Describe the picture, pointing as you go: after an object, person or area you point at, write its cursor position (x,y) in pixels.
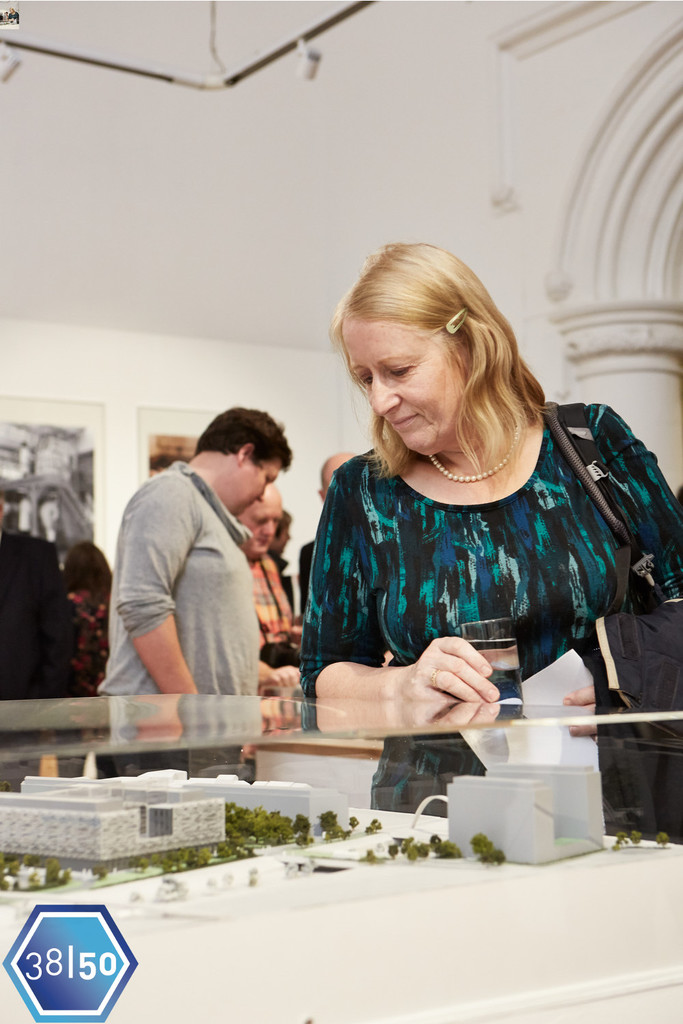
At the bottom of the image (187,849) there is a model (225,840) of the buildings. Behind the model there is a lady (496,502) with a bag (571,461), jacket (628,620) and also holding the glass (508,641) with water (509,665). Behind her there are few people (215,495) standing. In the background (472,176) there is a white wall (510,219). At the right corner of the image (652,322) there is pillar (649,379) with arch (631,220).
